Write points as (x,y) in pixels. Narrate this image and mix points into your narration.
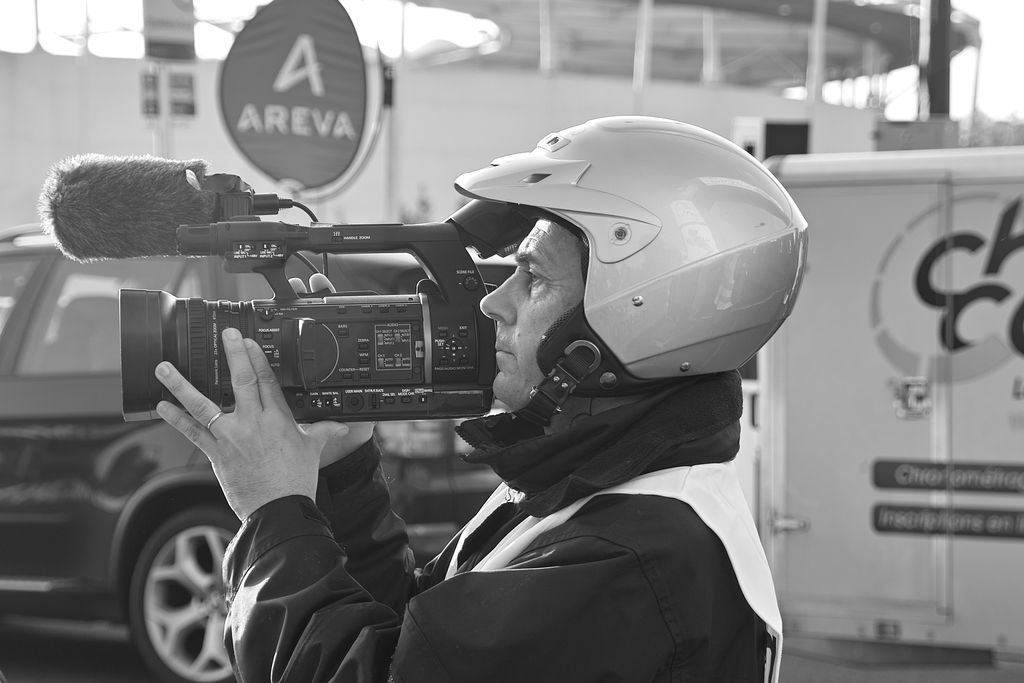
This is a black and white image. We can see a person (263,406) holding some object (275,333). We can see a vehicle (834,590) and some objects (985,536) on the right (971,533). We can also see some boards (290,105) and some objects (695,65) at the top (797,59).
